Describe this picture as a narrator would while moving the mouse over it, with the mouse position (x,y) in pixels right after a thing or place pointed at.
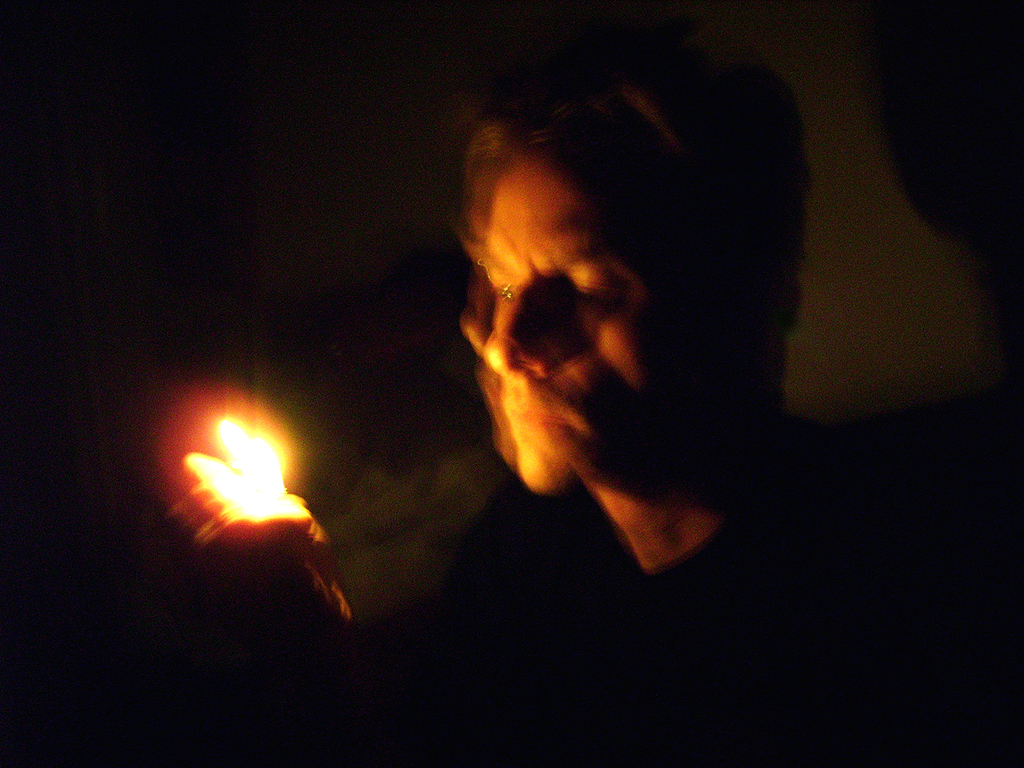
In this picture we can see one person (493,557) holding the light (232,478) in the hands (304,552).
